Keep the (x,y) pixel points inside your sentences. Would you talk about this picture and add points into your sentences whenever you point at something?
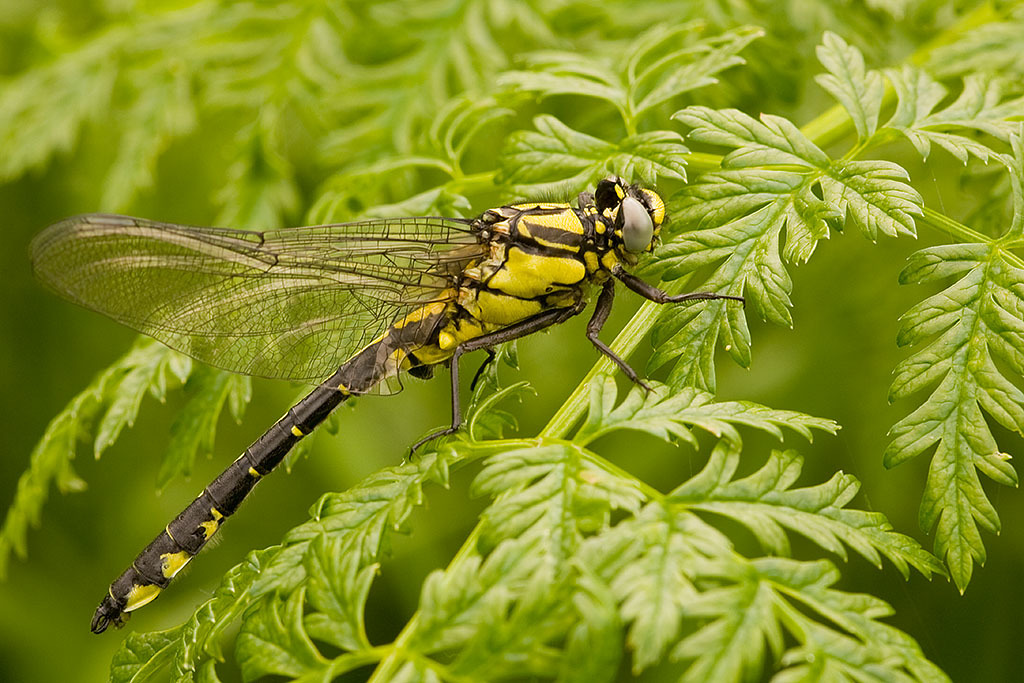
In this image, we can see some leaves (693,483). There is a dragonfly (400,265) in the middle of the image (436,293).
